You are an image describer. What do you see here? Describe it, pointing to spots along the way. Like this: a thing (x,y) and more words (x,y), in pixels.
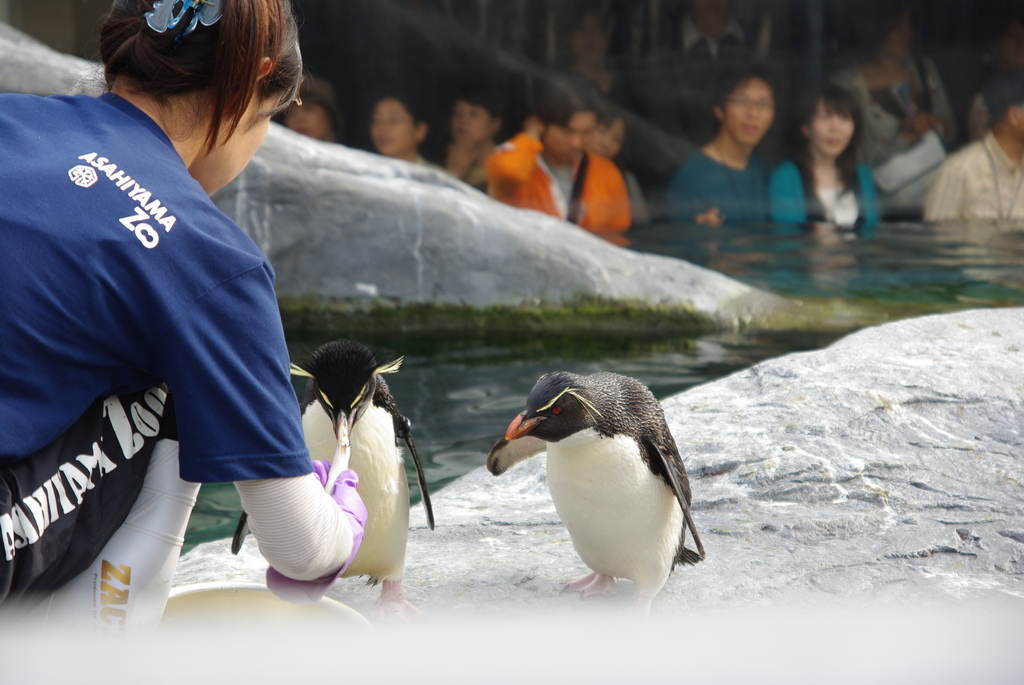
A woman (352,483) is feeding penguins (369,474) in a zoo enclosure (512,494). There are some people (571,185) watching them from a distance.
